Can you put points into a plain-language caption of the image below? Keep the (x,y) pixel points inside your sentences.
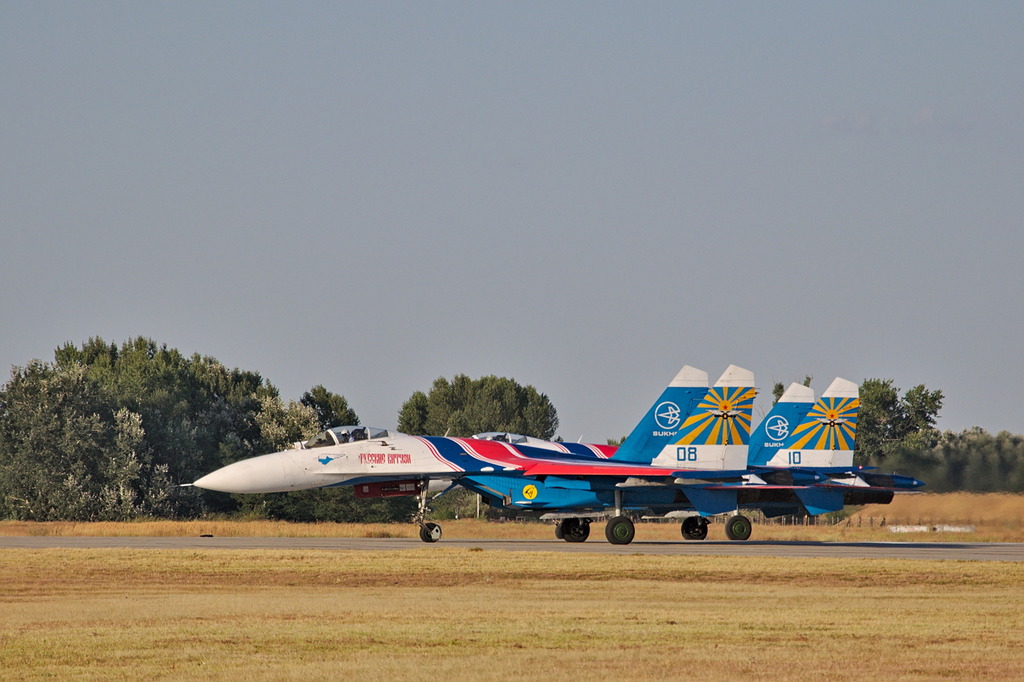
In this picture there are aircrafts (734,400) on the runway (59,539). At the back (488,416) there is a fence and there are trees (488,416). There is a person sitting inside the aircraft (276,459) and there is a text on the aircraft (415,471). At the top (603,225) there is sky (472,203). At the bottom (468,606) there is grass (203,562) and there is a road (875,551).
